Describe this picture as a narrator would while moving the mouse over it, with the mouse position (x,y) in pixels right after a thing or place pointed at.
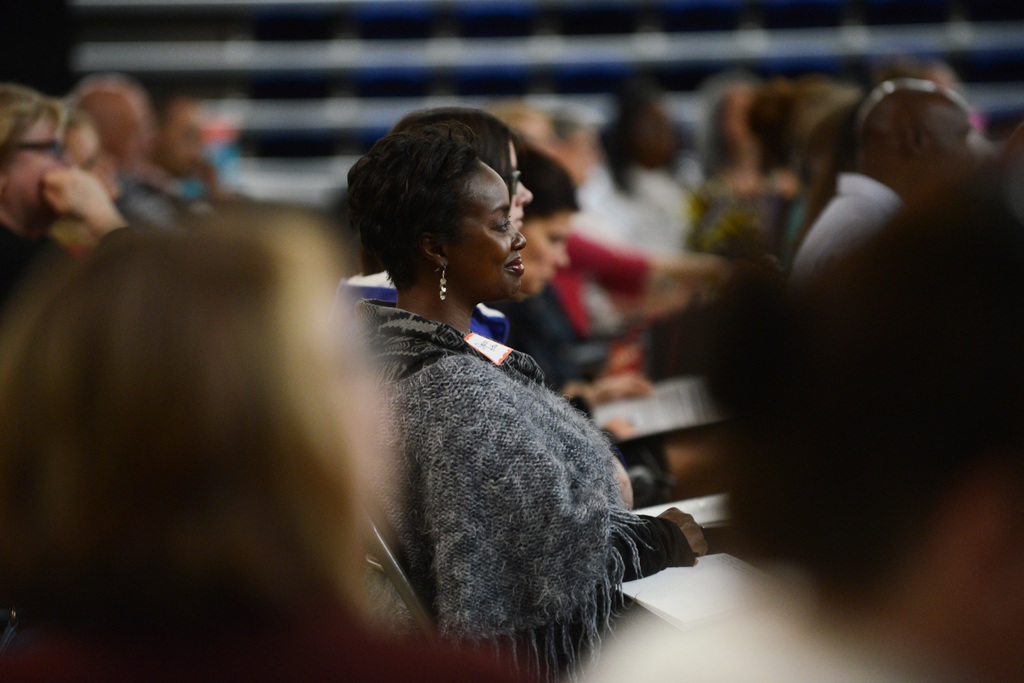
In this image we can see persons (781,174) sitting in chairs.
